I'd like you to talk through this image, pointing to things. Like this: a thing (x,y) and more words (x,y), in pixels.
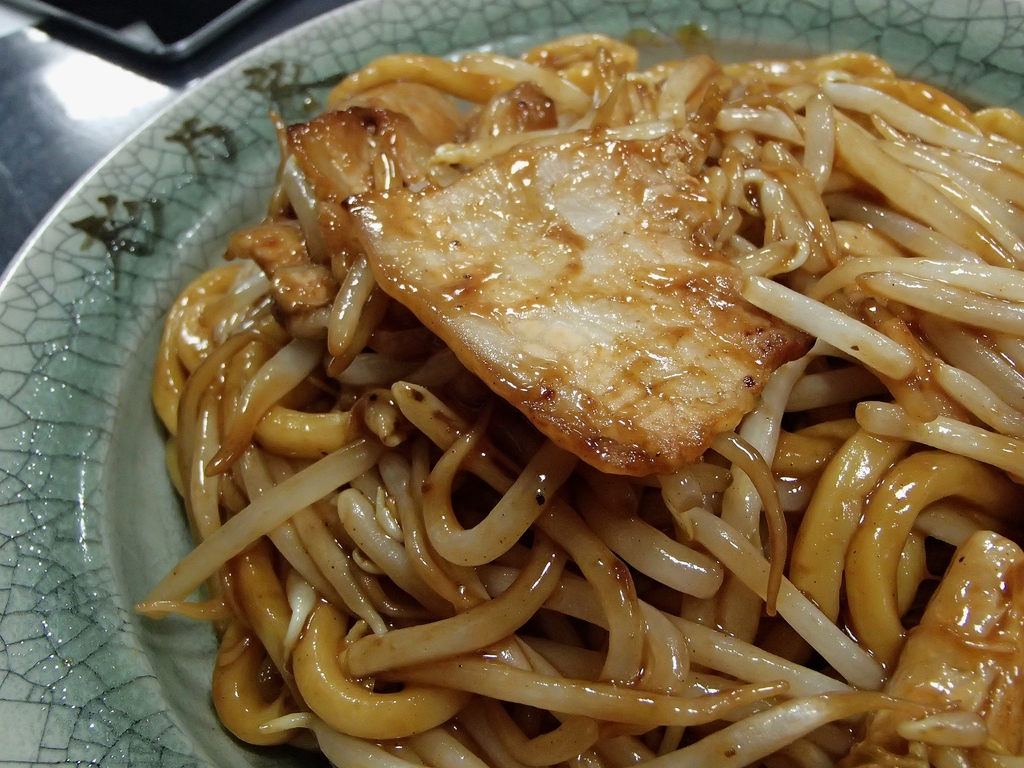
In this image there is a plate (97,298). In the plate (95,307) there are noodles (328,625).
